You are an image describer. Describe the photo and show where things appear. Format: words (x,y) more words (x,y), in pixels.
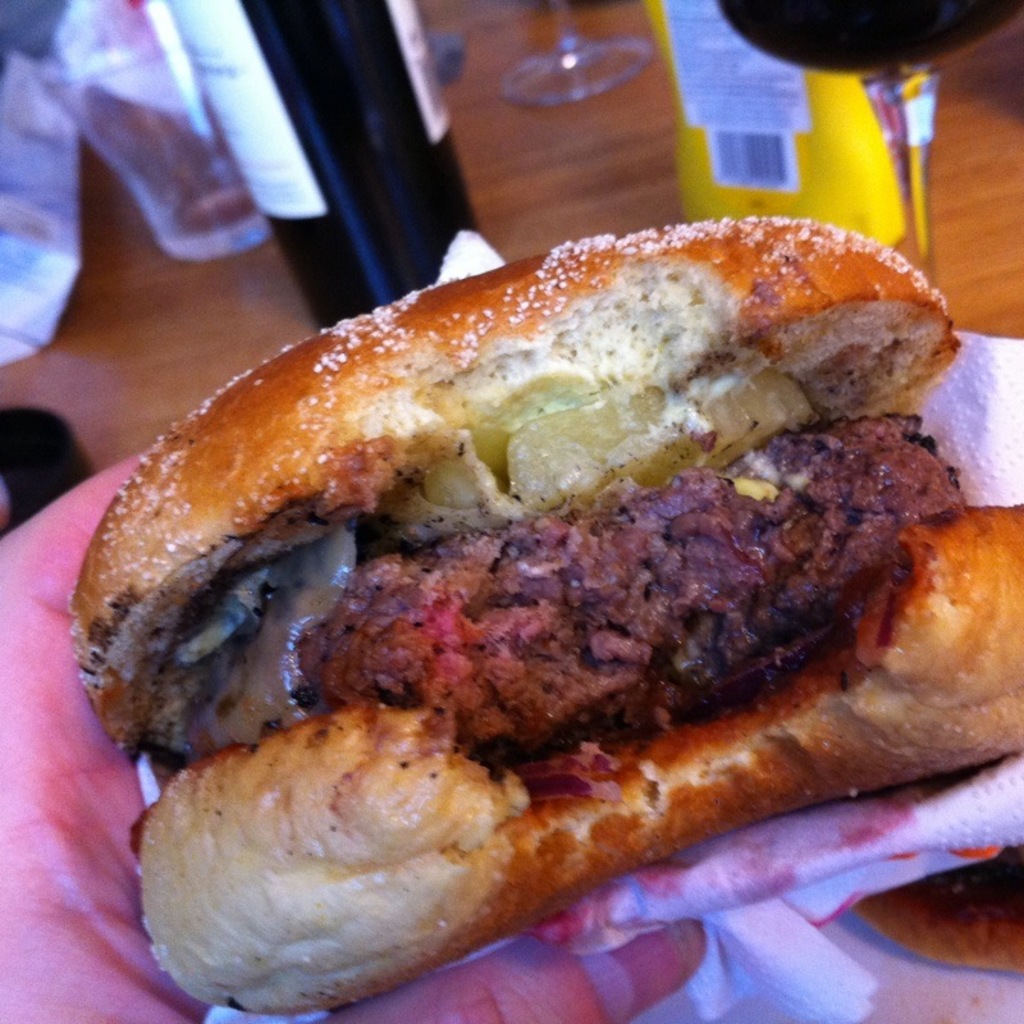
Here we can see a hand (95,986) of a person (95,986) holding food (497,558). This is a table (565,204). On the table (502,209) there is a bottle (377,287), glasses (564,100), and a food packet (821,208).
